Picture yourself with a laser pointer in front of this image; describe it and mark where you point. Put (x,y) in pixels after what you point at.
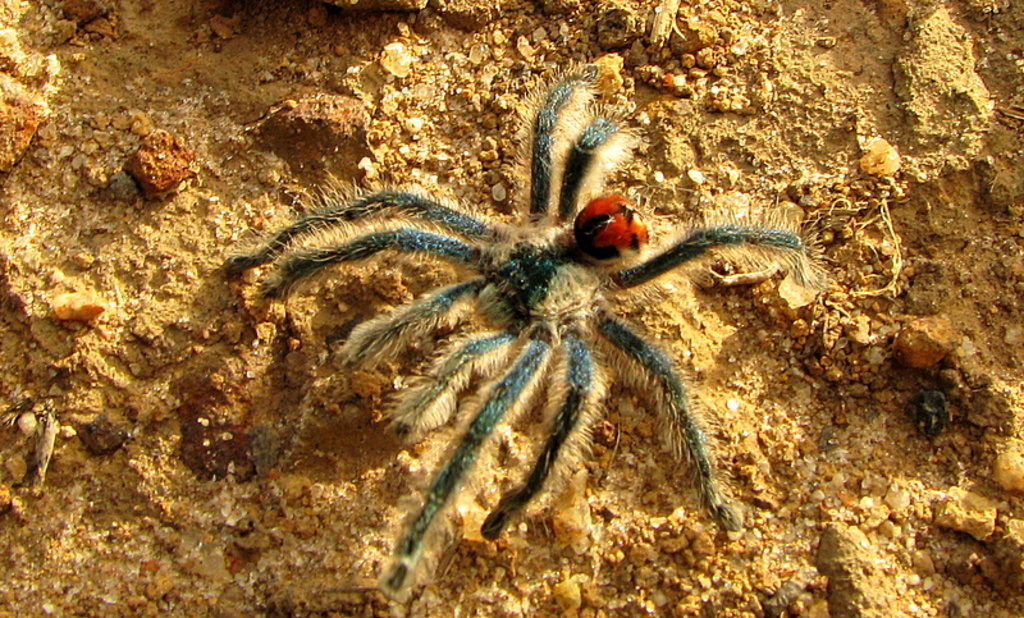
In this picture we can see a spider (482,262) in the middle (389,394), at the bottom (218,511) there are some stones (180,155).
